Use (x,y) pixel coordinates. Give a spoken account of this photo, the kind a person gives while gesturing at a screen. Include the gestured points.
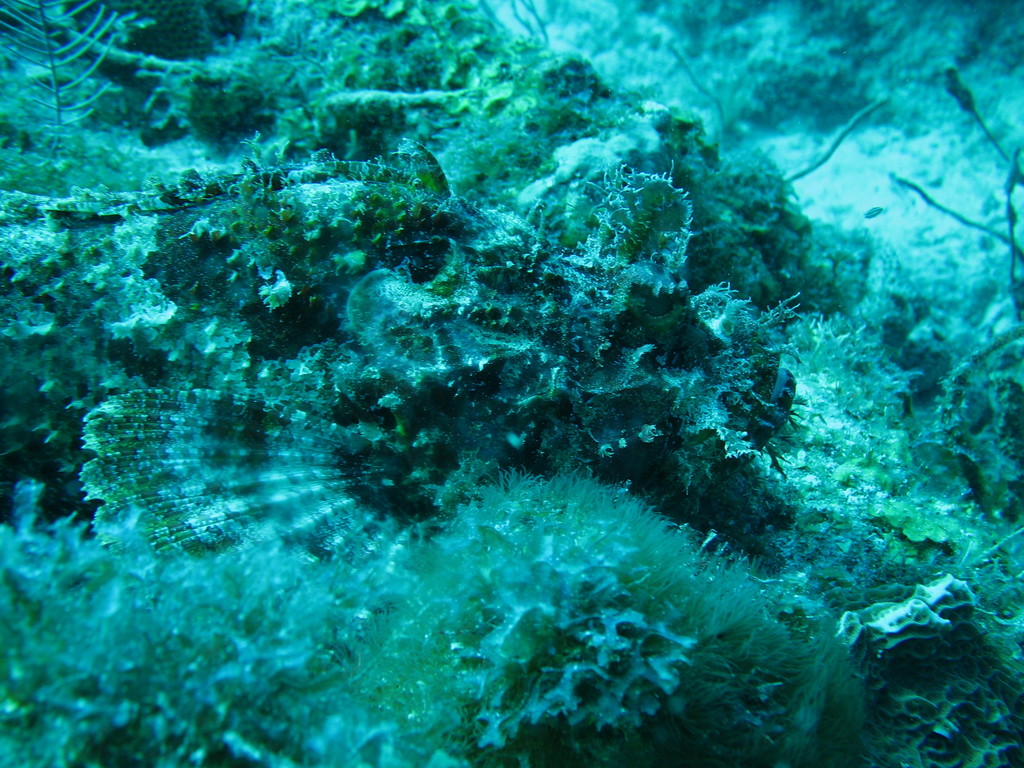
In the image we can see underwater environment (395,57).
